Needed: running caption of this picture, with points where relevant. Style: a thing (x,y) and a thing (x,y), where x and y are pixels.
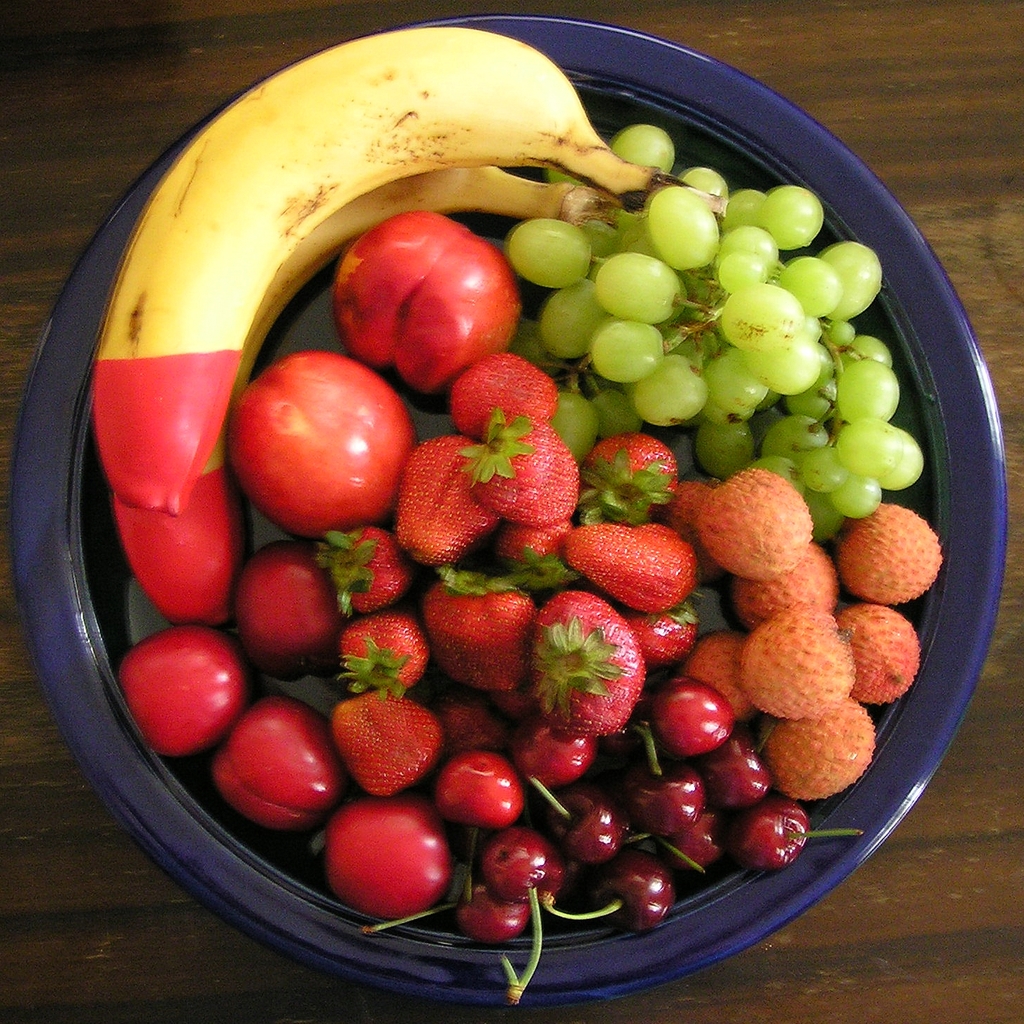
On a wooden table (58,93) we can see fruits (495,48) in a bowl (571,48). We can see bananas (461,107), grapes (692,308), strawberries (536,563), cherries (513,839), lychees (865,662) and other fruits (301,809).
